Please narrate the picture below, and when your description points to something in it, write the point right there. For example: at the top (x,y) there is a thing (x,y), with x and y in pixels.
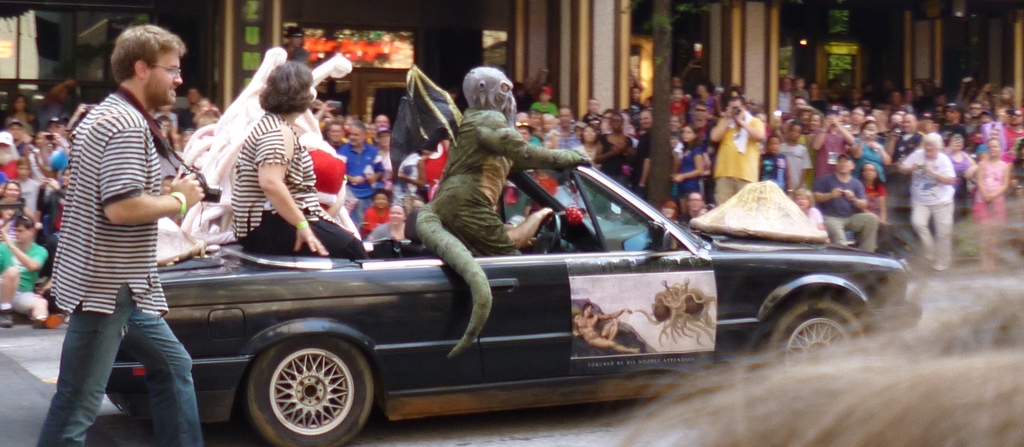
This picture is clicked on a road (516,435). There is a car (469,352) in the center of the picture (386,296). There are few people (291,233) sitting on the car (421,332). On the car (416,237) there is a sticker (619,324) sticked to it. On the boot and bonnet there are hats (759,220) placed. To the left corner of the image (125,286) there is a man (109,299) walking and holding a camera (218,196) in his hand (192,193). Behind them there is crowd (764,158), building (589,40), lights (805,41) and a tree trunk (662,105).
